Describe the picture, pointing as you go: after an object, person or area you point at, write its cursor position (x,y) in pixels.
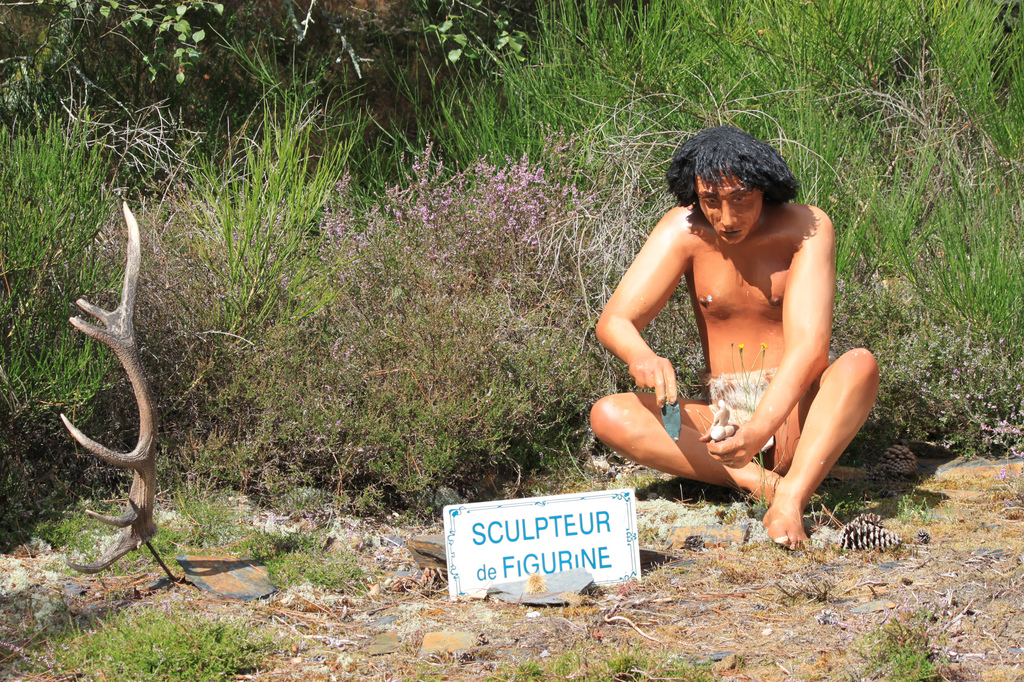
In this picture I can see the wooden statue (731,340) of a man (743,414) which is placed near to the boards (553,562). Beside that I see the grass (837,47) and plants (324,279).
